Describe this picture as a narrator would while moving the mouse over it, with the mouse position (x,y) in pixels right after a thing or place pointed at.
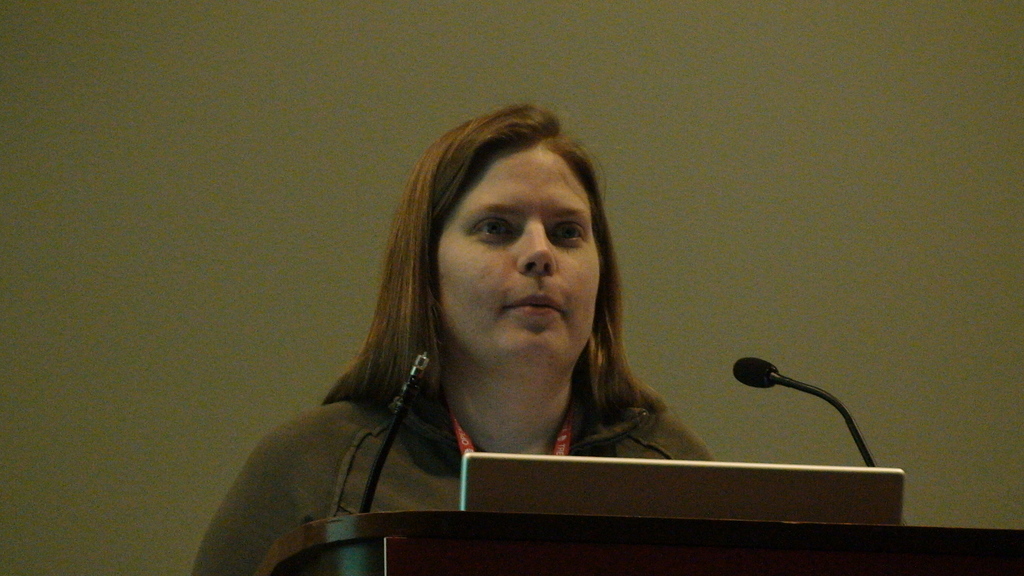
In this image I can see a person (343,467) wearing brown color shirt (390,464). In front (509,484) I can see two microphones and a laptop (615,489), background (158,438) the wall (335,165) is in green color.
